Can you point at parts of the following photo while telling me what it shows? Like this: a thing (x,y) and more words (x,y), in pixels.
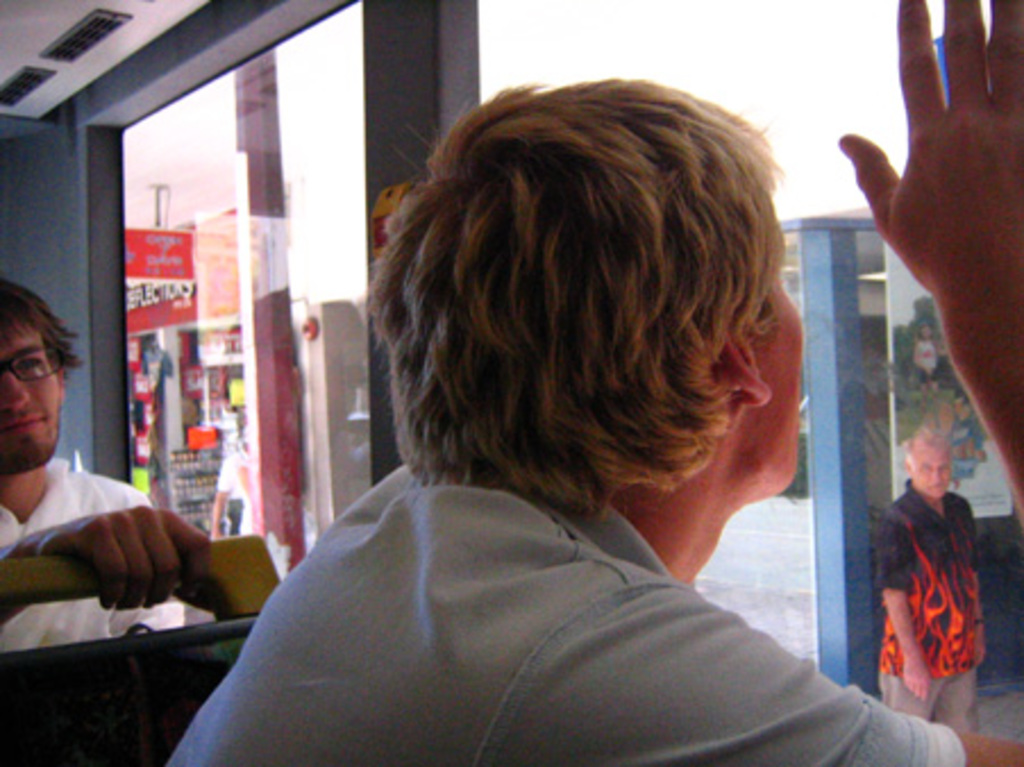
In the picture I can see a person (648,404) in the right corner (735,488) placed his hand (902,195) on the glass (889,296) in front of him and there is another person (42,497) sitting in the left corner (36,466) and there are some other objects (213,336) in the background (178,245).
